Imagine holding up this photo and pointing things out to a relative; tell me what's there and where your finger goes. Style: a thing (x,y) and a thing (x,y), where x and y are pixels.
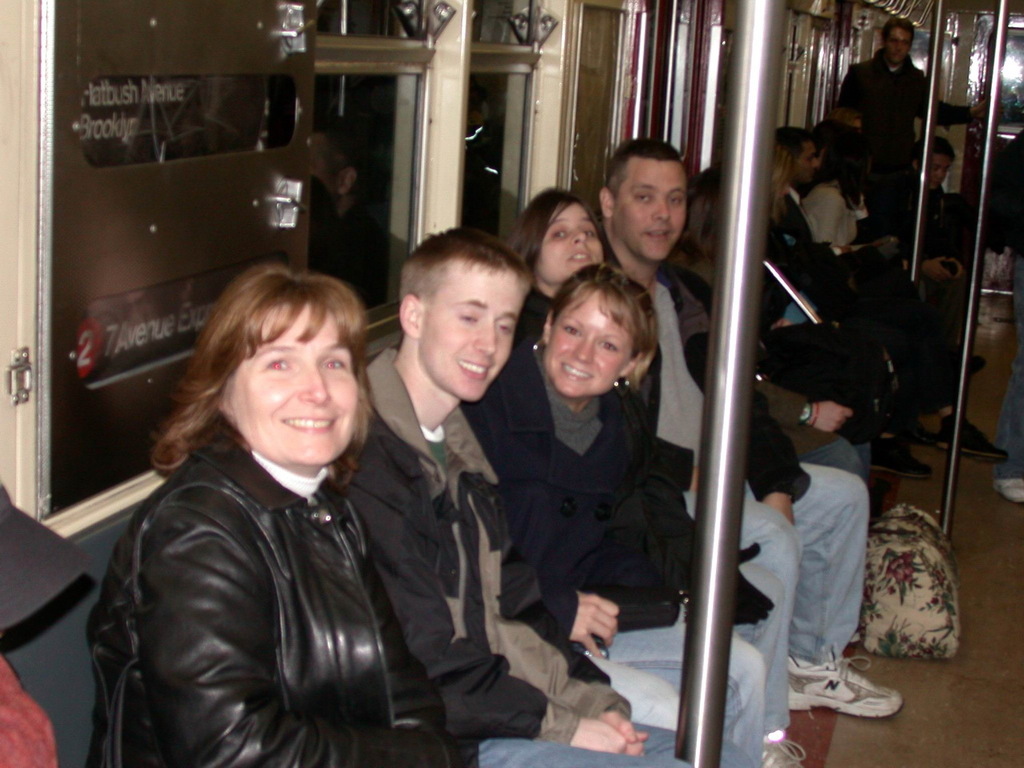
In this image there are a few people (510,410) sitting in seats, in front of them there are metal poles (729,560) and there is a bag (876,554), behind them there are glass windows (342,252), behind the glass windows (357,263) there is some text (124,126).
